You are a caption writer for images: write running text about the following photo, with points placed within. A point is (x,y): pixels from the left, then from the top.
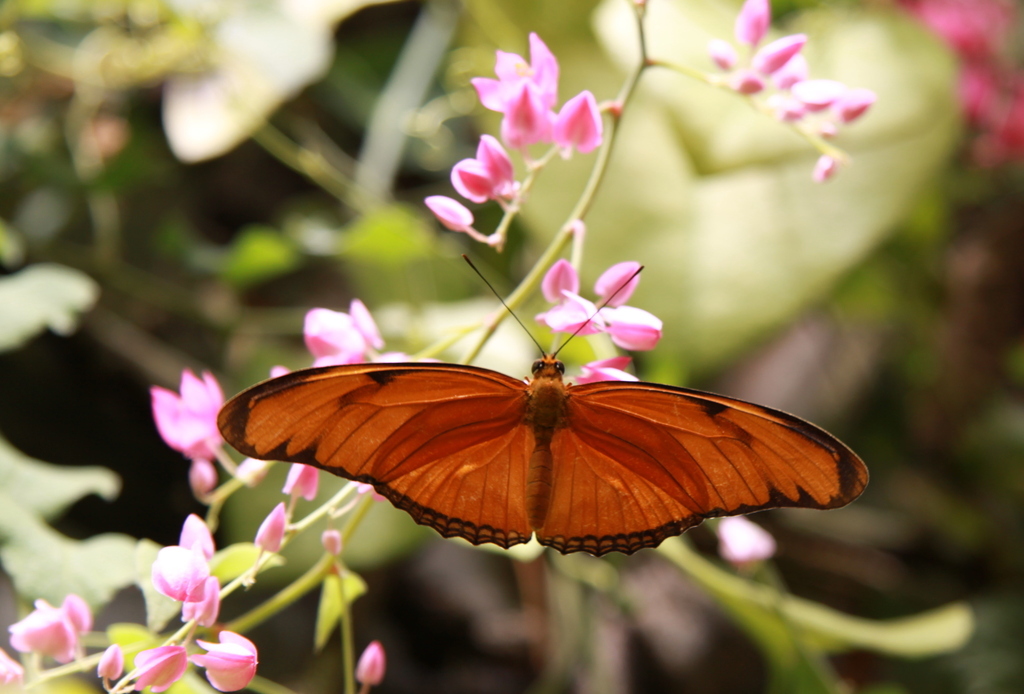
In this picture we can see flowers (470,228) and a butterfly (436,372) in the middle of the image (350,384), we can see blurry background (385,562).
